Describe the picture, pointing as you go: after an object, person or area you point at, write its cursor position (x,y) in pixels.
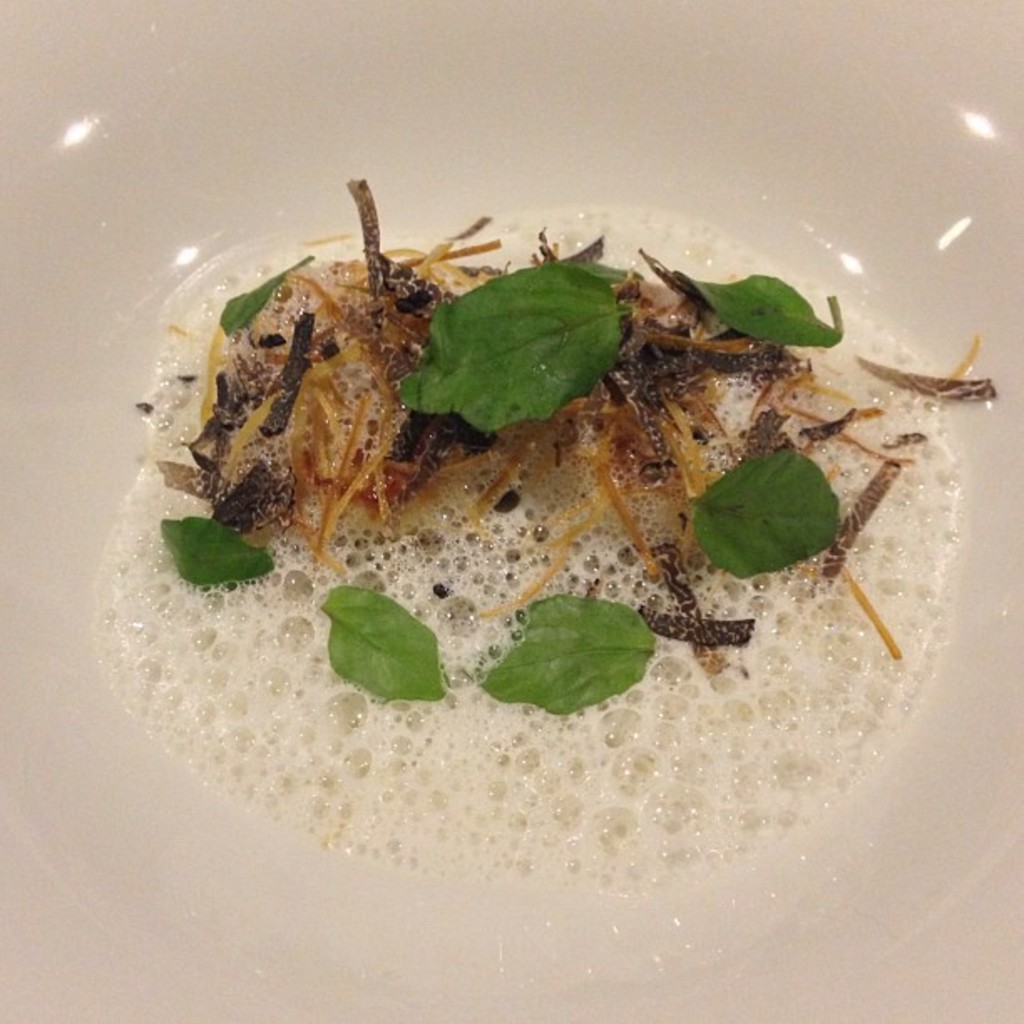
In this image I can see a white colour thing (306,776) and on it I can see few green colour leaves (438,352) and other things (481,451). I can also see reflection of lights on the top side of the image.
